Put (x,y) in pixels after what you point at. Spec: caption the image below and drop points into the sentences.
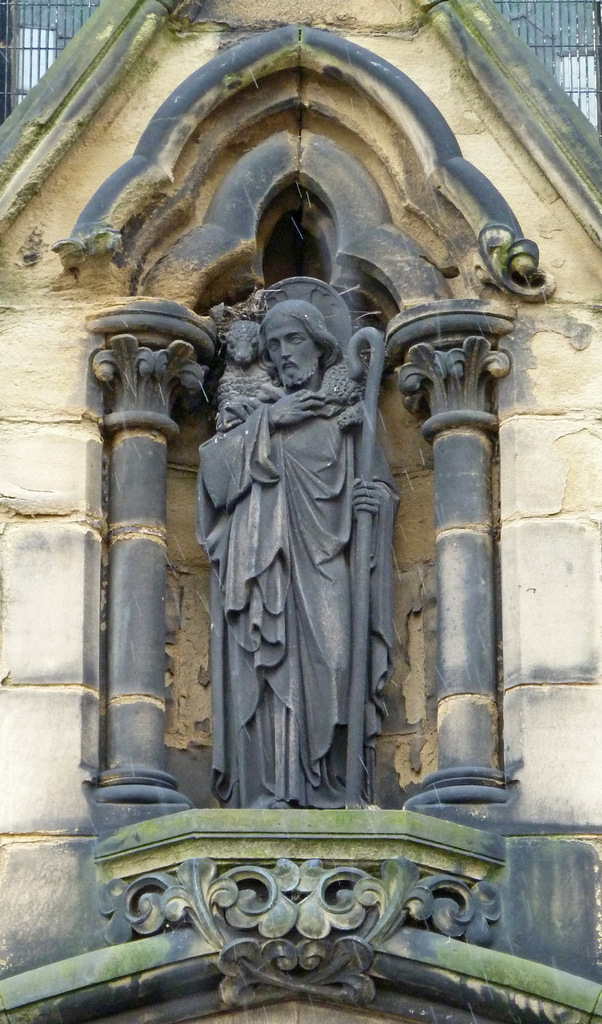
In this image I can see statue of the Jesus (268,531).
